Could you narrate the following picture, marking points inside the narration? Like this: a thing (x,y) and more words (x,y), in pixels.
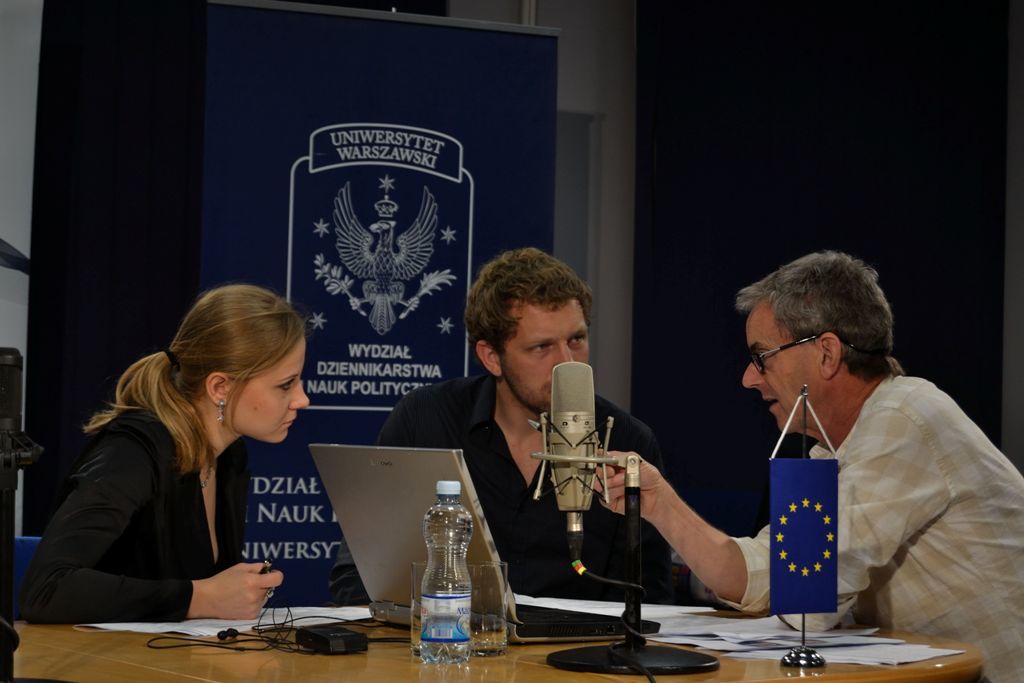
In this image there are three persons (967,445). In the right (839,335) a person (876,374) is talking he is wearing a white shirt (886,477). In the left (182,508) a lady (244,493) is sitting in the middle (482,407) a man (479,411) is sitting. They are wearing black. There is a table (140,638) on the table (160,641) there laptop (400,610), mic (577,439), papers (327,615), bottle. In the background (389,225) there is a banner (412,191).
